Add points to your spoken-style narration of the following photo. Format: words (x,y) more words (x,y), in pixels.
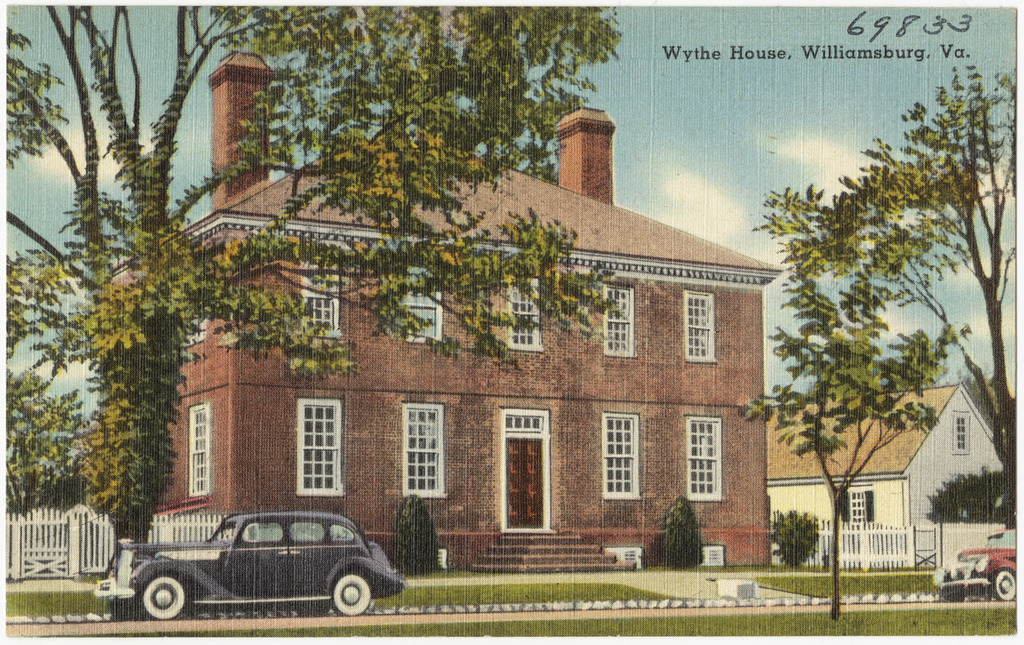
This is a printed image, I can see building (602,405) and a house (889,436) and I can see trees (859,426) and couple of cars (975,595) and I can see plants (685,560) and I can see text (873,60) at the top right corner of the picture (742,51) and I can see blue cloudy sky (754,163).
